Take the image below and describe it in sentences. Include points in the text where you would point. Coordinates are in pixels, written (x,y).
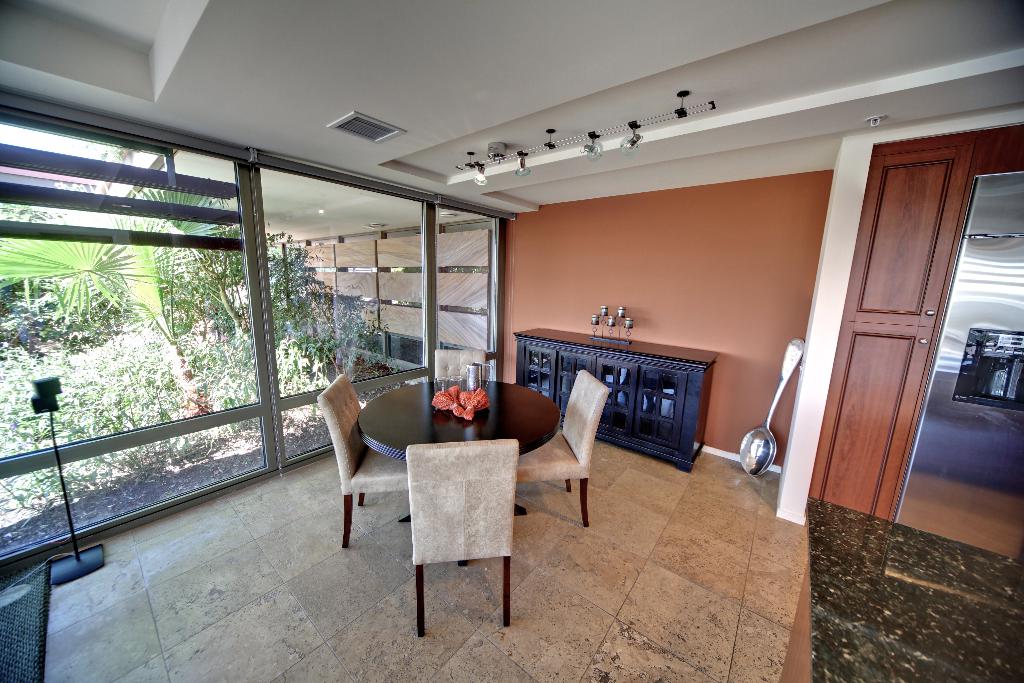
In this picture we can see a table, chairs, jar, cupboards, some objects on the floor (611,599) and in the background (633,300) we can see a wall (660,335), roof (921,1), lights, glass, from glass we can see trees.
